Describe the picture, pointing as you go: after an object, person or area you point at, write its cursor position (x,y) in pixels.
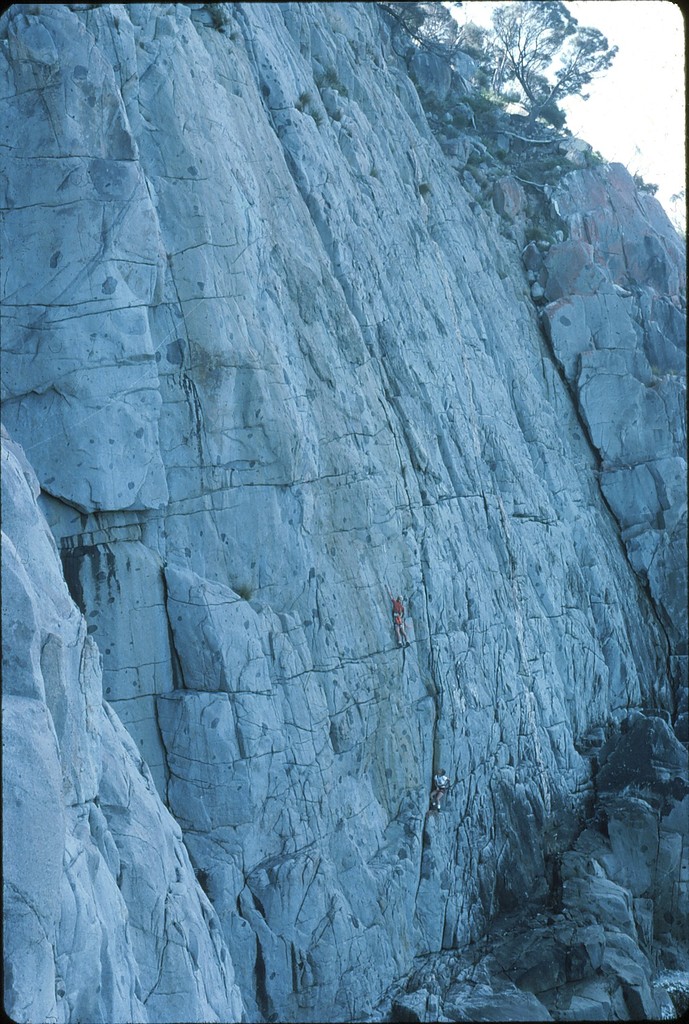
In the foreground of this image (419,582), there is the rock (427,381) and two persons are climbing. On the top (555,63), there is a tree (550,41) and the sky (616,132).
